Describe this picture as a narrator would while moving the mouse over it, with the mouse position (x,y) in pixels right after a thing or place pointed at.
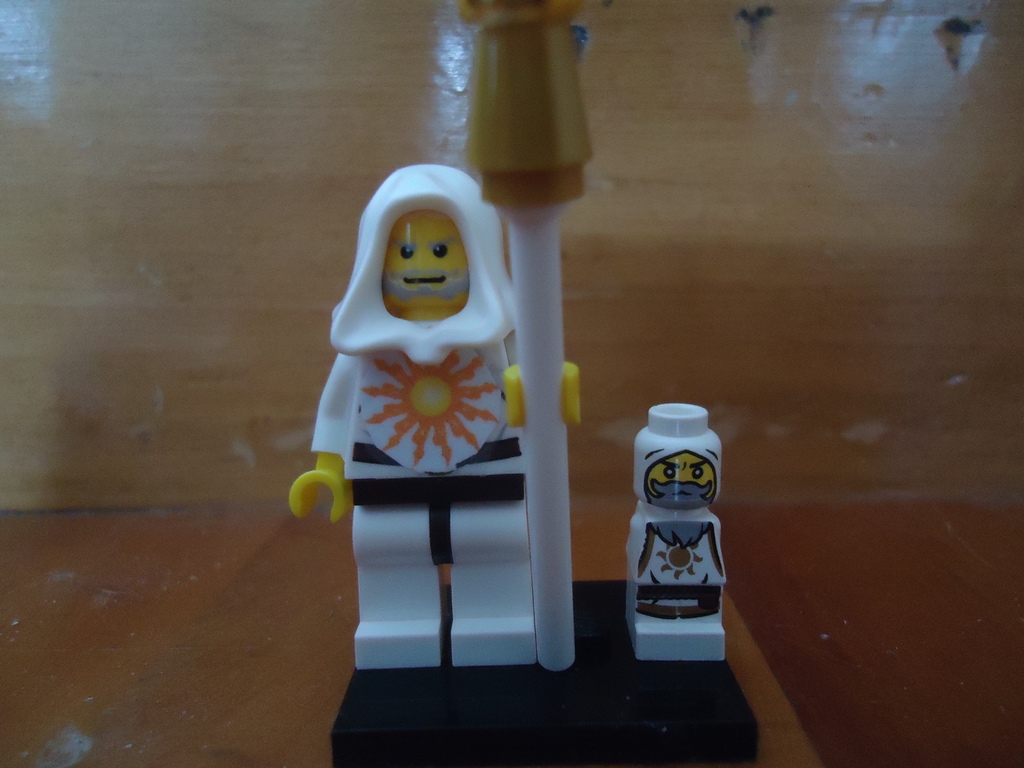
In this picture we can see two toys (641,562) in the front (641,562), in the background (301,119) there is plywood (281,119).
